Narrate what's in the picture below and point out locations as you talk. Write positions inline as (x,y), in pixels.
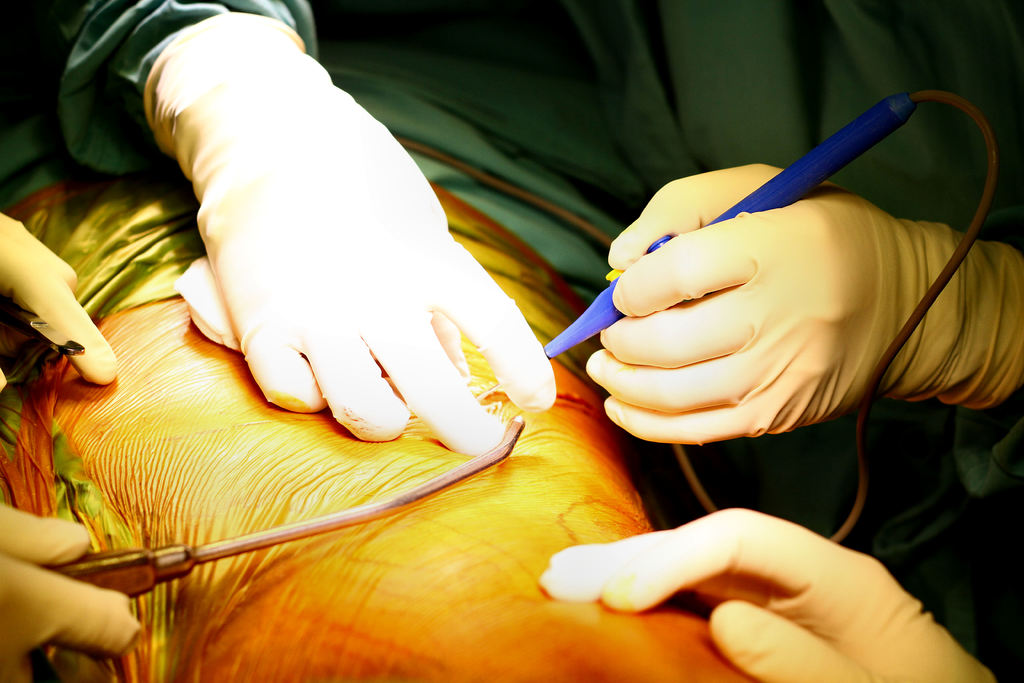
In this image we can see the thigh (154,406) of a person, two persons (43,555) are holding a device (834,151) and tool (217,542) in the hands (799,214) and at the bottom (774,579) we can see fingers (774,579) of a person (762,551).
